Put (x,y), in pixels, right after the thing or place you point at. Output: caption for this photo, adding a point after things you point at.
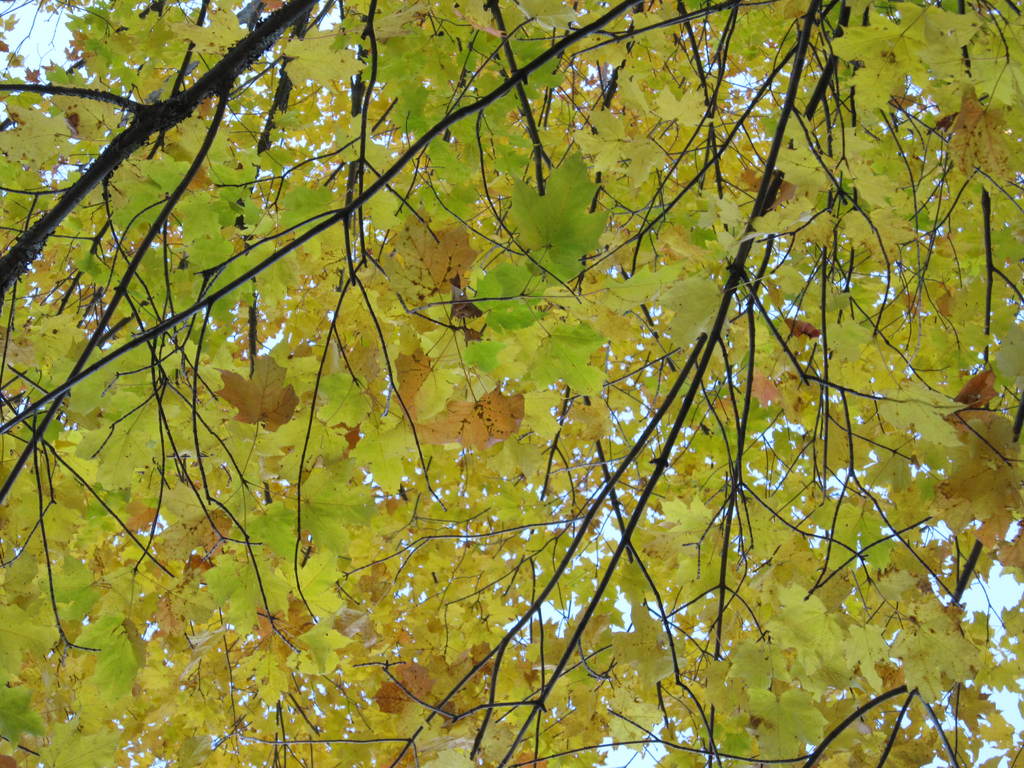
This picture is clicked outside. In the foreground (860,558) we can see the leaves (119,334) of a tree (116,352) and some other objects (762,637). In the background (973,579) we can see the sky (973,579).
